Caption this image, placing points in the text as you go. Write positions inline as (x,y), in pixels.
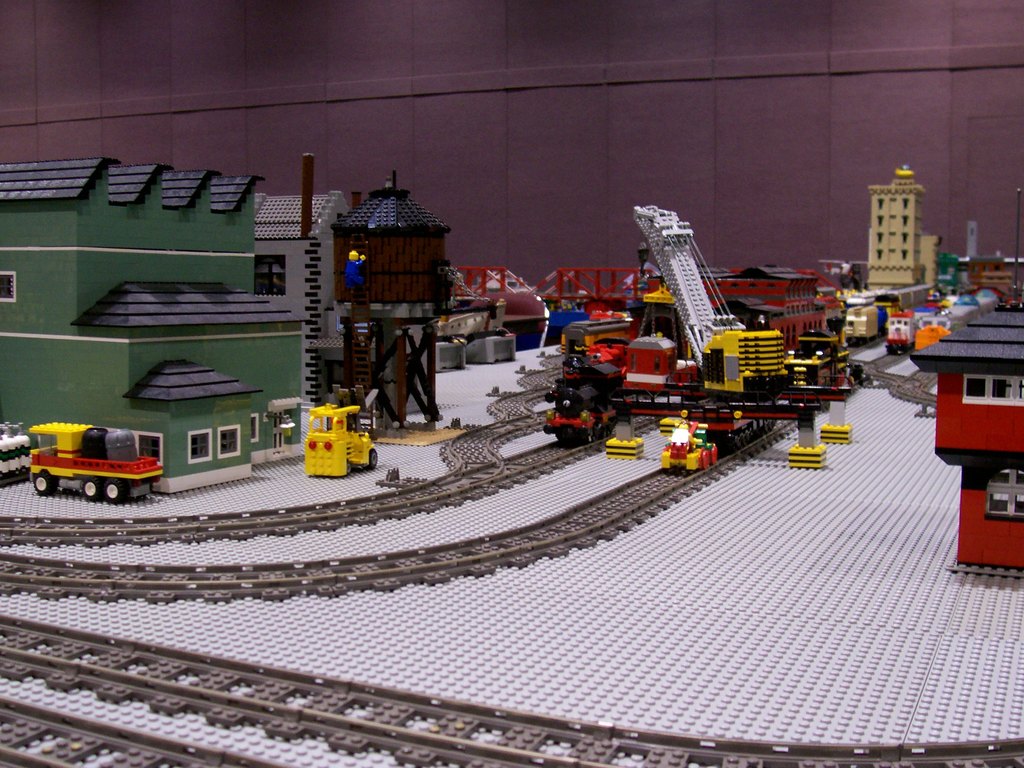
In this image, we can see some toys (705,280) like houses (270,348), vehicles (312,426), a bridge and railway tracks (532,464). We can also see the ground (444,519). We can see the wall (547,124).
